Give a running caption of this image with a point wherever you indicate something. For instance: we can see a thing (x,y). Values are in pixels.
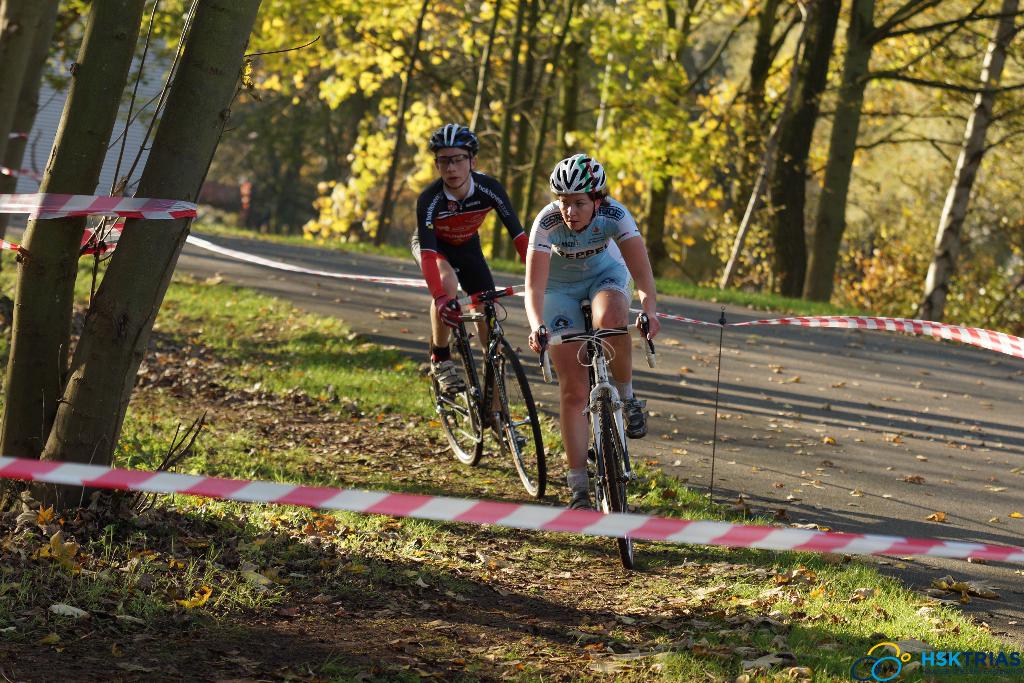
In the image there are two people (561,190) riding the cycle (538,440) on the ground (502,482) with grass (264,390) and dry leaves (261,414). In the background (340,149) there are trees (1022,225), road (344,305) with dry leaves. Also there is a ribbon (1013,552).
